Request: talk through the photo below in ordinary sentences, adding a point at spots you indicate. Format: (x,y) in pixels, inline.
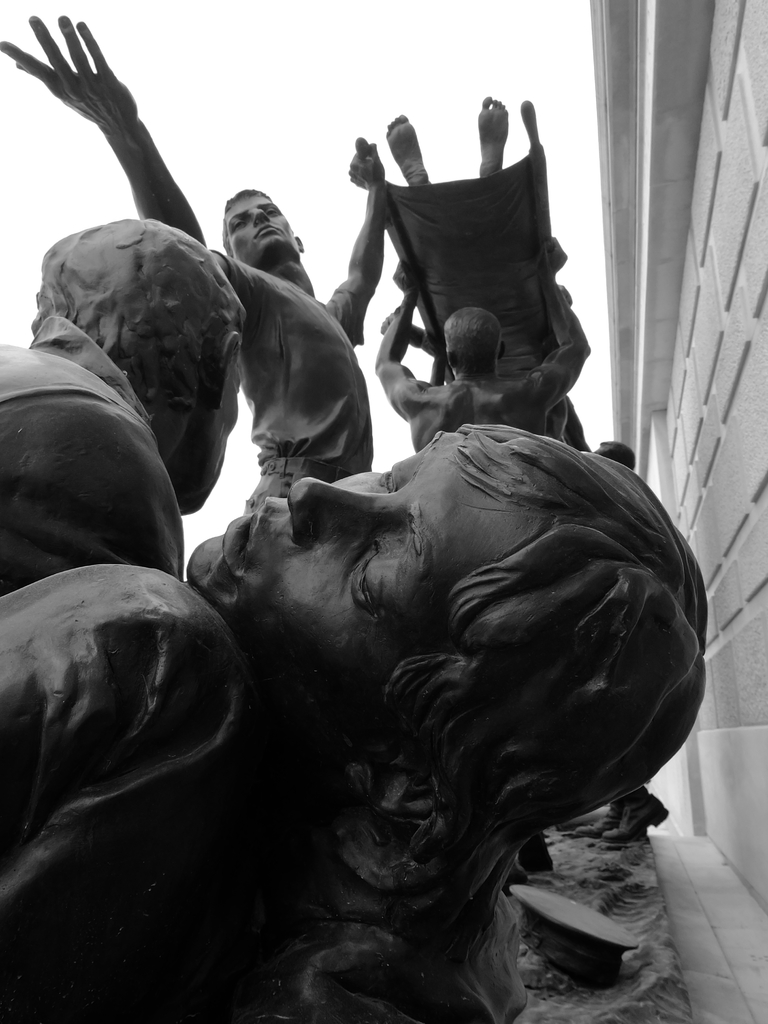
This image consists of sculptures (408,584). On the right (723,410), there is a wall (753,188). At the top (301,105), there is the sky (366,111).
